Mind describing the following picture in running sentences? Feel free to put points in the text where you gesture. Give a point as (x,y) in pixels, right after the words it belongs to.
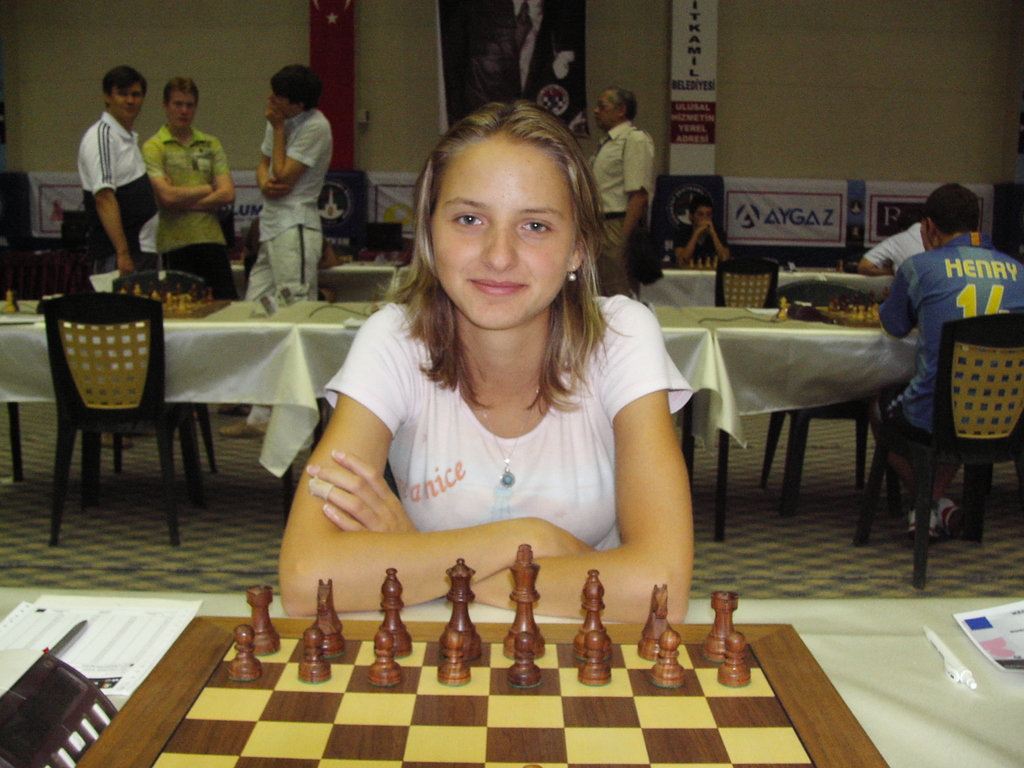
In this image there is a girl (292,575) sitting in chair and playing the chess game and in table (427,618) there are chess board (486,703), chess coins (447,670), paper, pen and in back ground (627,143) there is table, chairs (146,296), group of people (641,144) standing, banner (512,10), cables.
